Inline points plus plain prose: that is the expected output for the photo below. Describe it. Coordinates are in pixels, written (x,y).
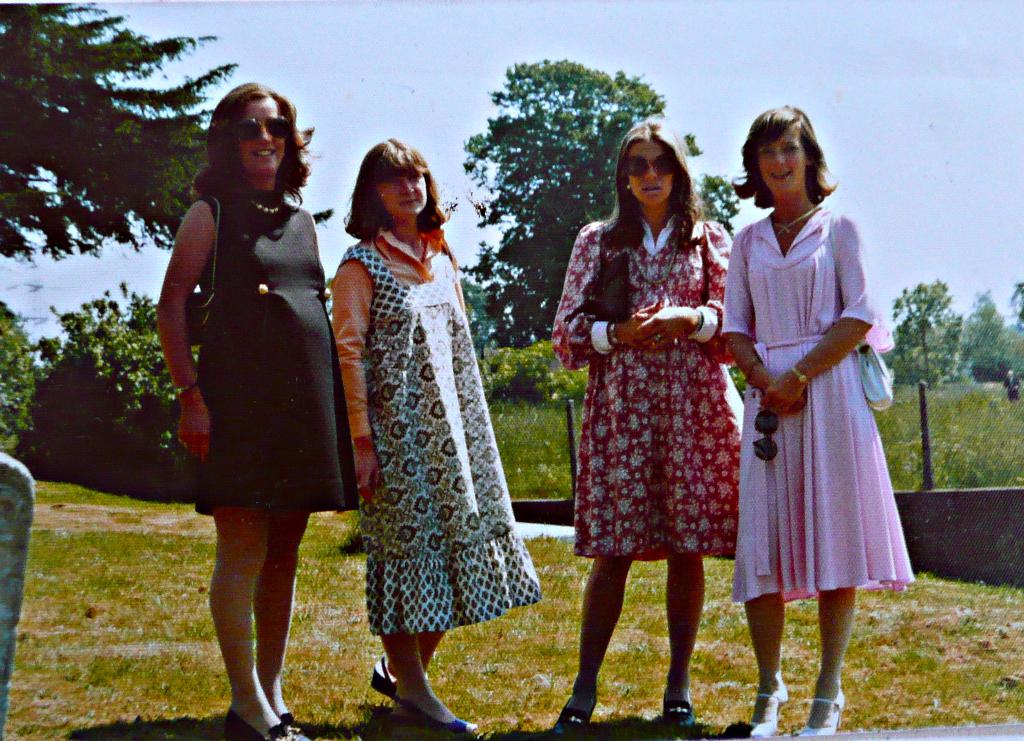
In this image we can see some people (613,340) standing and posing for a photo and in the background (785,628), we can see some trees (35,120) and grass (956,697) on the ground (966,640). We can see the fence (506,414) and at the top (898,68) there is a sky (974,58).
